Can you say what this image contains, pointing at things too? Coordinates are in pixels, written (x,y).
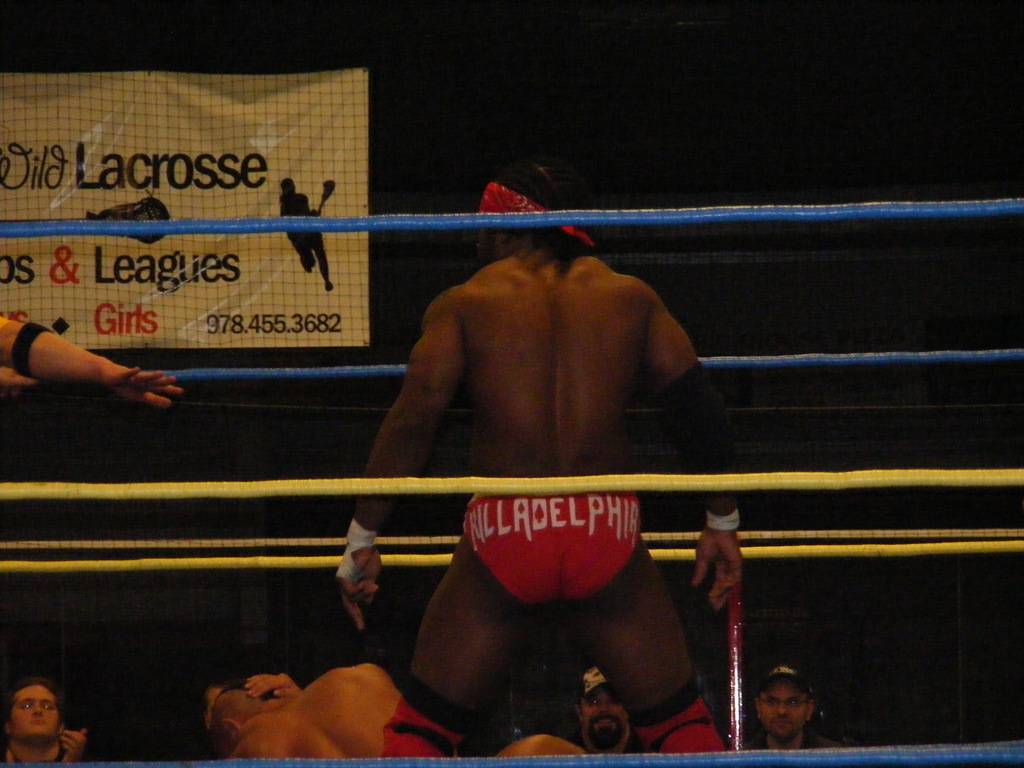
In this image, in the middle (589,316), we can see a man (592,261) standing behind the rope (637,214). On the left side (35,365), we can also see a hand (61,344) of a person (2,352). In the background (34,720), we can see group of people (17,729), hoardings (165,190), we can also see black color in the background (972,123).
